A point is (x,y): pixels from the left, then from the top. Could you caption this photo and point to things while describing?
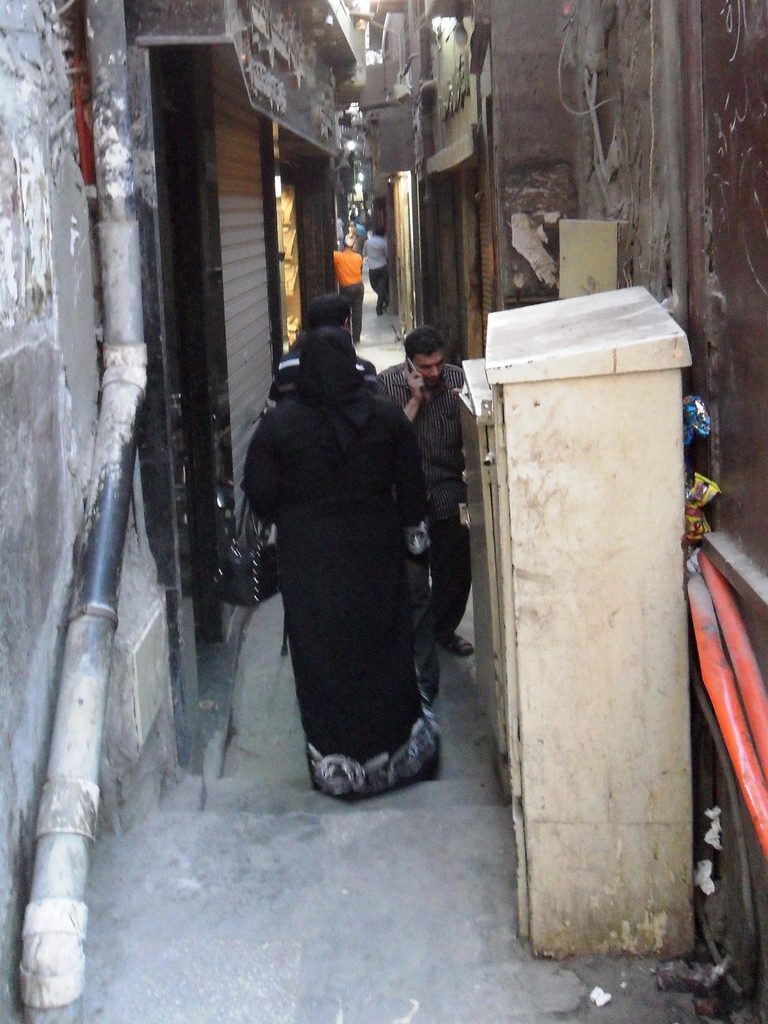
In the foreground (317,555) I can see a building wall (25,555), pipe (78,638), cupboard (553,742) and a group of people (355,551) on the road (242,648). This image is taken during a day.
